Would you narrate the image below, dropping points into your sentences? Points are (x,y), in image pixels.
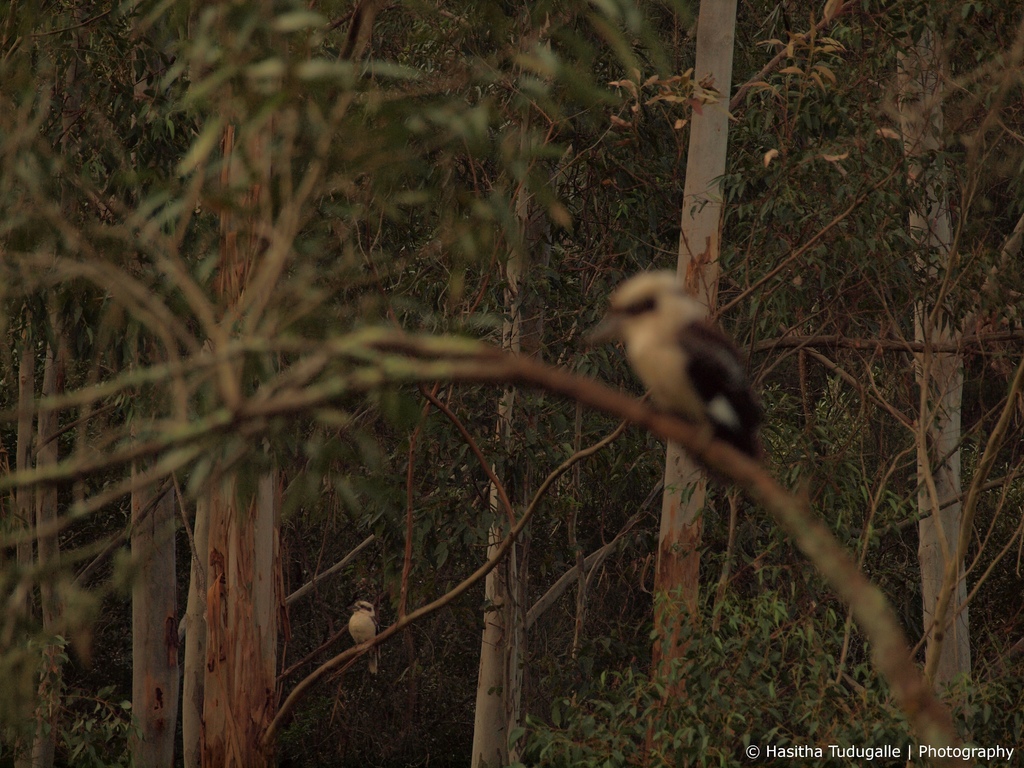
In the foreground of the picture (714,418) we can see leaves (259,74), stems (398,361), branch (813,531) and a bird (739,387). In the background (236,531) there are trees (225,664), bird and plants (649,734). At the bottom right corner (834,755) there is text (886,754).
